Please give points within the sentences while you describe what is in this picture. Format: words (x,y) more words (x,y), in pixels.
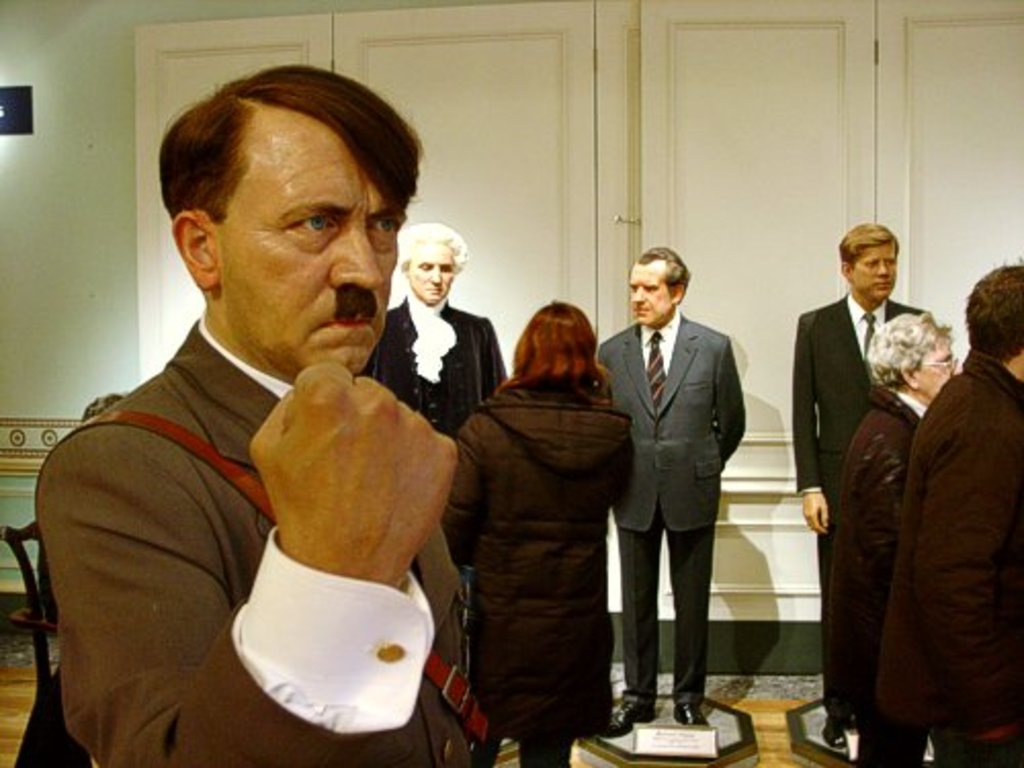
In this picture there are group of people (509,477) standing. At the back (932,126) there are cupboards (606,208) on the wall (64,1). On the left side of the image (40,764) there is a chair (44,716) and there is a board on the wall (55,273). At the bottom (576,752) there is a floor (762,750) and there are boards (641,747) and there is text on the boards (687,753).
